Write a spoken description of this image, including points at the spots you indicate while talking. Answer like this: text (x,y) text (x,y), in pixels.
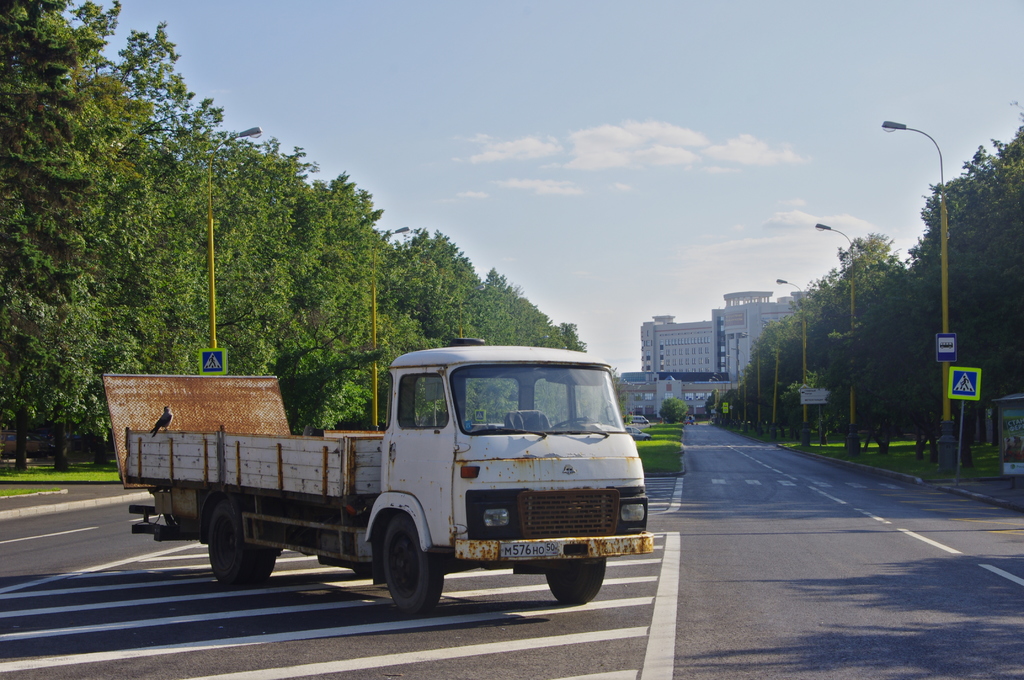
In the image there is a truck (383,470) in the middle of road (571,633) with trees (286,321) on either sides of it on the grassland (861,443) and in the background (686,377) there are buildings (679,328) and above its sky (654,124) with clouds (669,135).
